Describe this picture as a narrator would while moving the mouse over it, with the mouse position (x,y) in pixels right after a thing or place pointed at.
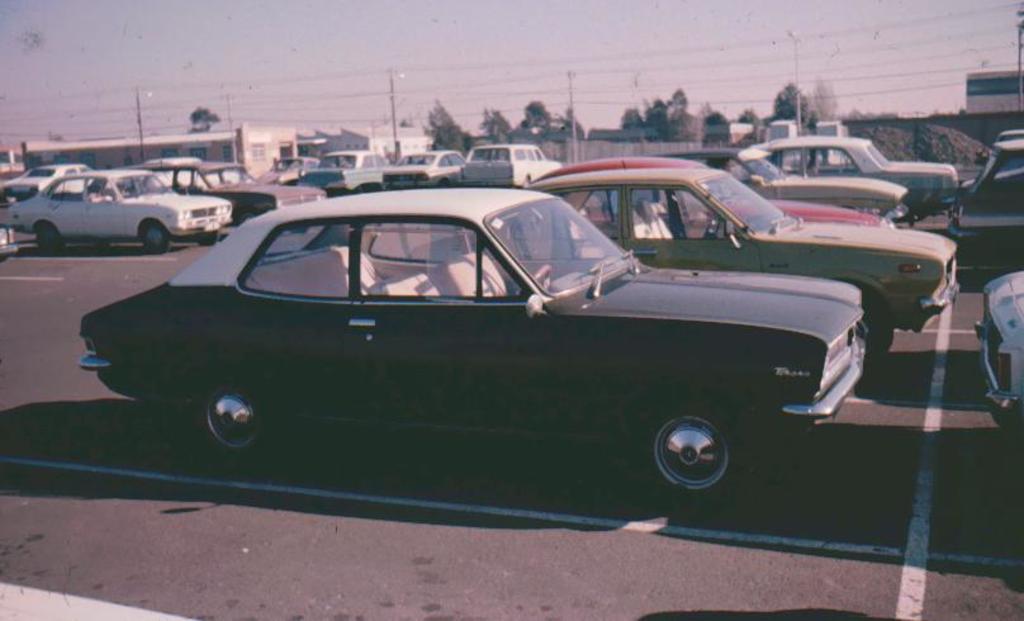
In the given image i can see a car's (291,312), electrical poles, wires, trees (779,107) and in the background (438,58) i can see the sky (483,84).
